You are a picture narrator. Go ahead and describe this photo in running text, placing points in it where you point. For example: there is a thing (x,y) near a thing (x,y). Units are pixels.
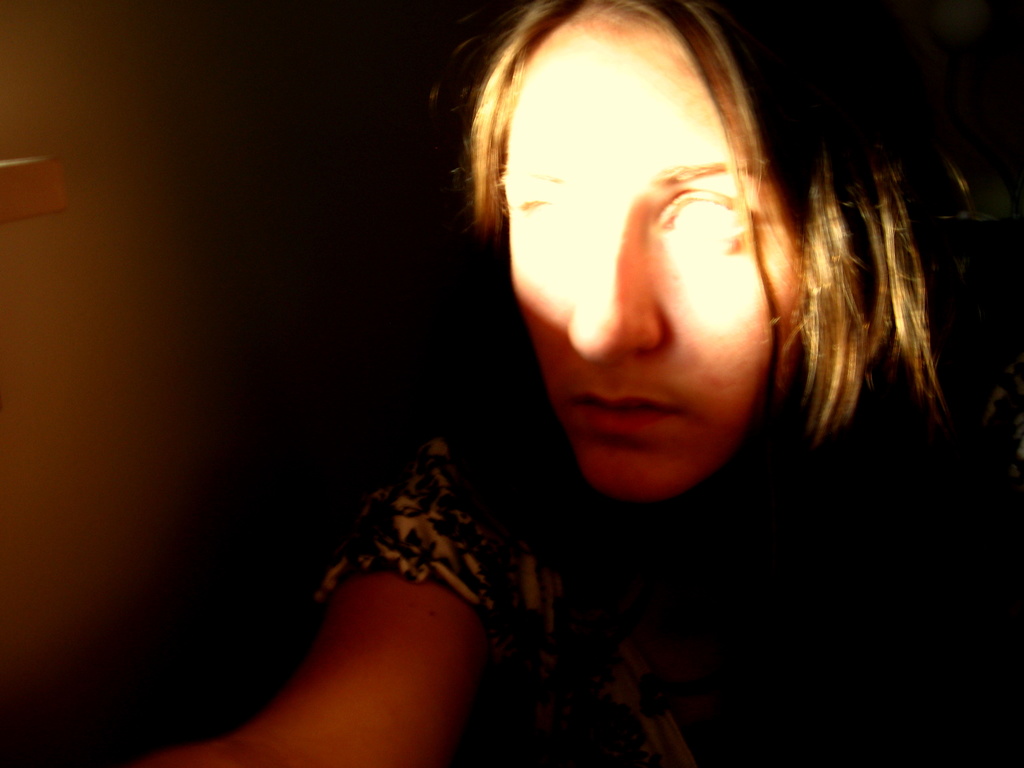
In this image there is light (735,214) on the person face (646,389), and in the background (233,19) there is wall (116,303).
